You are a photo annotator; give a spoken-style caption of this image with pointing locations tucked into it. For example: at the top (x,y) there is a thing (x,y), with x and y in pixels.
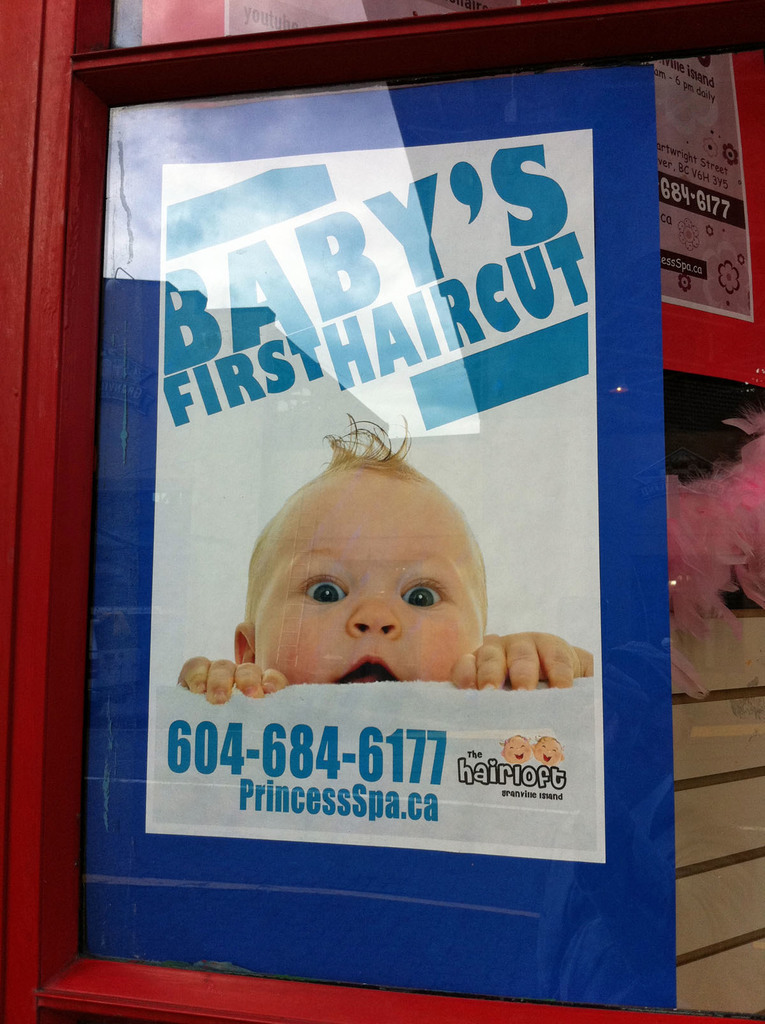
This picture might be taken from outside of the glass door (26,761). In this image, we can see a glass door (744,702), inside the glass door (543,965), we can also see a poster (395,433), on the poster (397,539), we can see a kid (467,544), inside the glass door (470,707), we can also see some hoardings (734,216).
